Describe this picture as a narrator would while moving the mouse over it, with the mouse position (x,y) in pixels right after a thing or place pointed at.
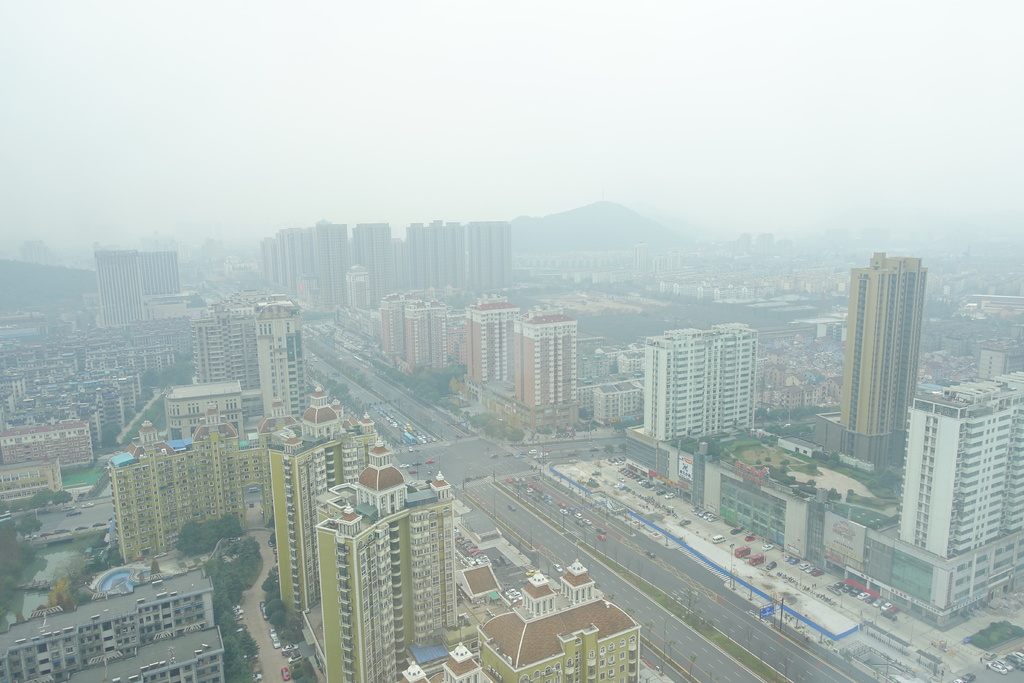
This is an aerial view image of a place which consists of buildings (906,479), trees (891,488), roads (792,666), vehicles (851,594) and mountains (551,220).
